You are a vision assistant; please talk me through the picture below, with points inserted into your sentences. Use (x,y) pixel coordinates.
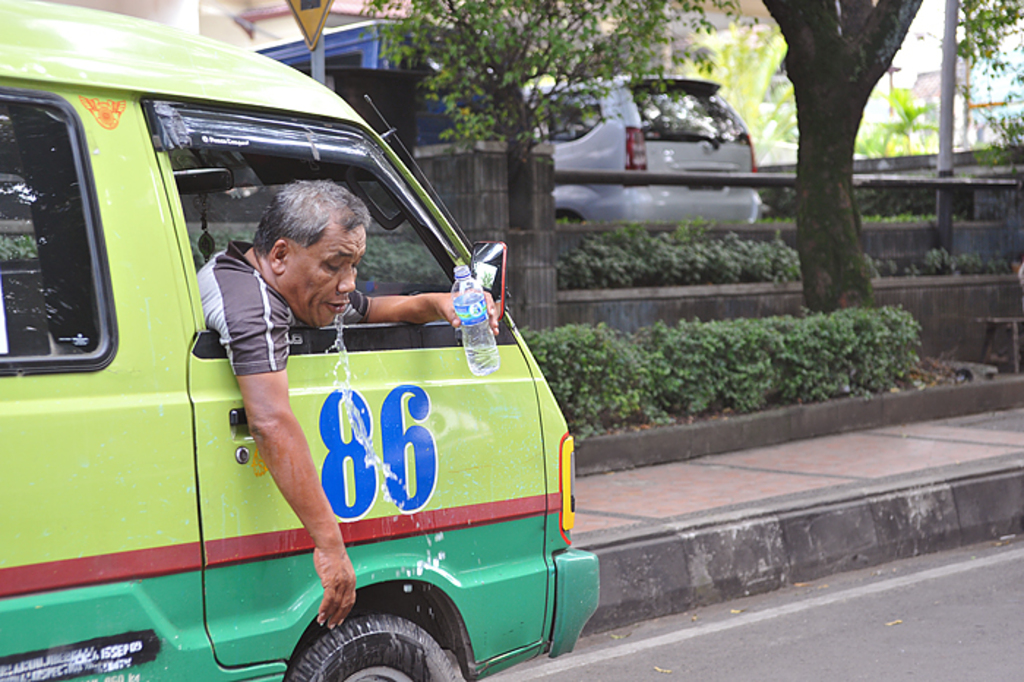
In this picture we can see a man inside the vehicle (70,59). He is holding a bottle (477,310) with his hand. This is road (887,630) and there are plants (758,322). Here we can see a car (691,213) and this is tree (813,1).
